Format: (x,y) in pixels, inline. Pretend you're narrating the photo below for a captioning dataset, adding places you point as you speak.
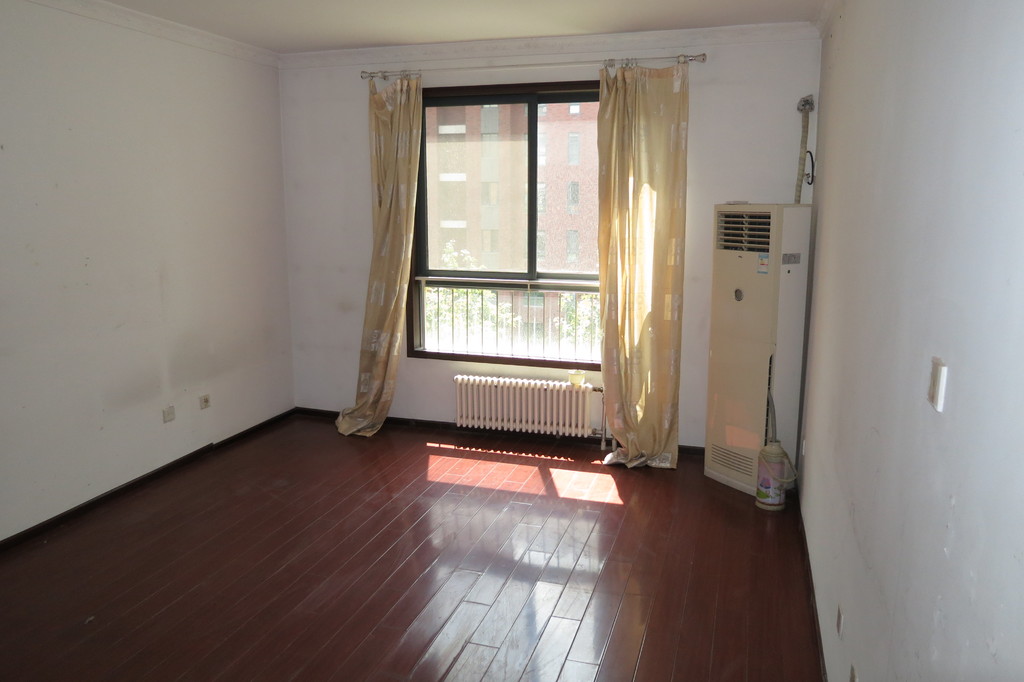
In this image we can see a window (533,206), a building (523,183), trees (480,323), curtain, there are walls (72,253), air conditioner (767,248), wire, and there is an object (779,487) on a wooden floor (594,668).
